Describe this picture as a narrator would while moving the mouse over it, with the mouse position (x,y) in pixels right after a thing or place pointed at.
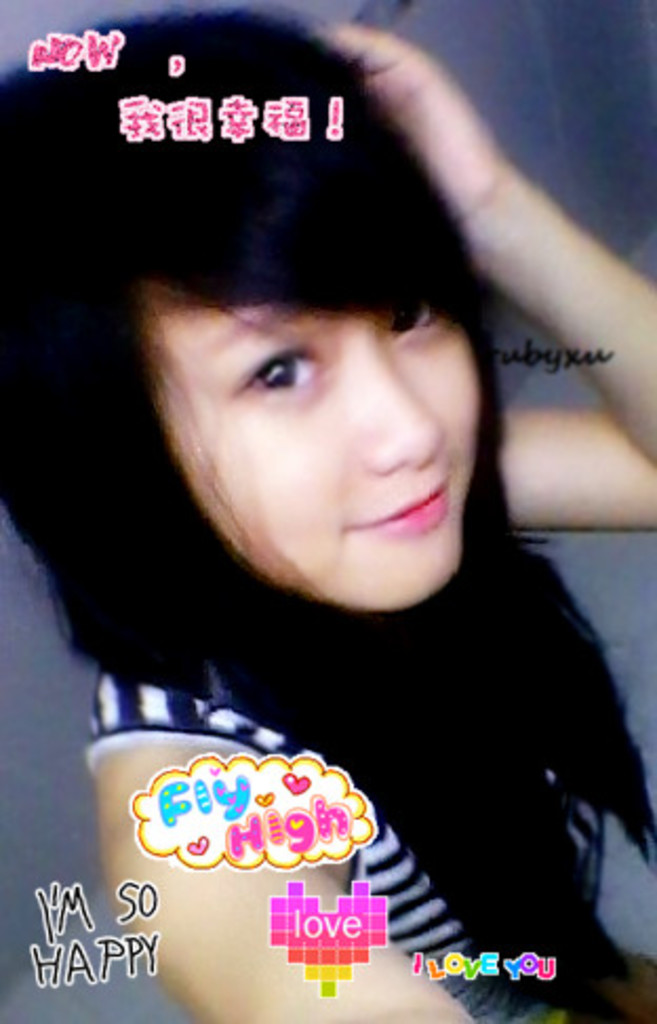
In this image, we can see a woman (496,453), we can also see some text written on the image.
